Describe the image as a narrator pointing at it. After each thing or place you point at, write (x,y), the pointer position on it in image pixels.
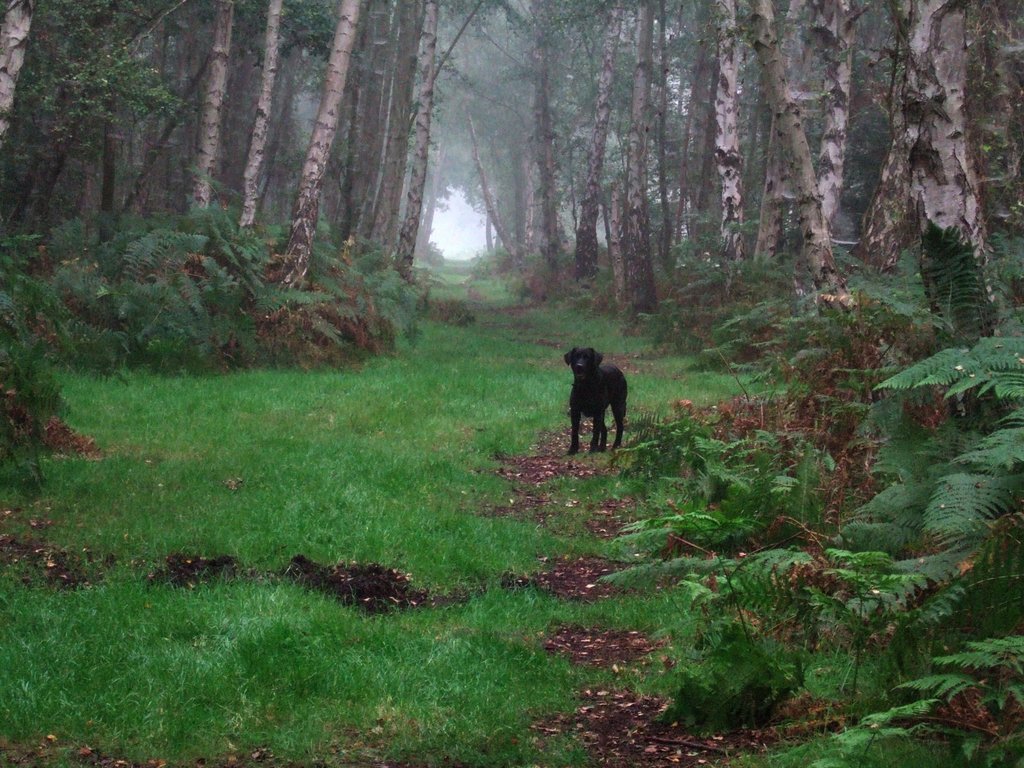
In the image in the center (589,361) we can see one black color dog (620,376). In the background (556,161) we can see trees (874,215), smoke (456,159), plants (712,317) and grass (669,602).
